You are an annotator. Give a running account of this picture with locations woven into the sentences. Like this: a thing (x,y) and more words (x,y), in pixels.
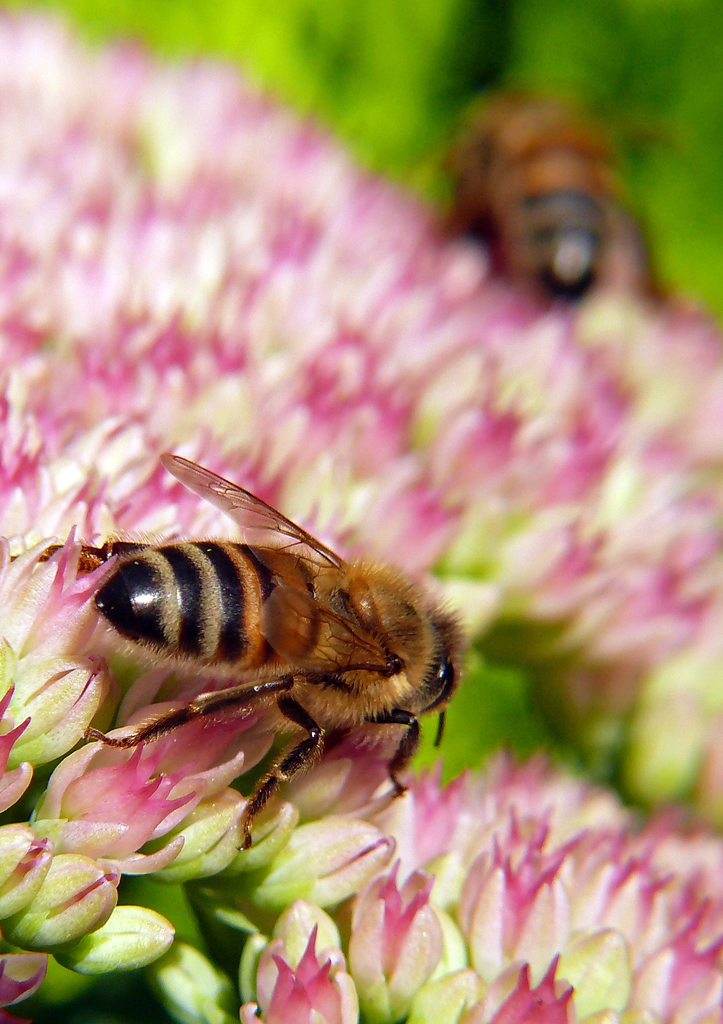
In this picture, we see the flowers (414,294) and the buds (435,877) in pink color. In front of the picture, we see a honey bee (404,628). In the background (514,120), we see a honey bee (567,157). In the background (440,156), it is green in color. This picture is blurred in the background (476,547).
